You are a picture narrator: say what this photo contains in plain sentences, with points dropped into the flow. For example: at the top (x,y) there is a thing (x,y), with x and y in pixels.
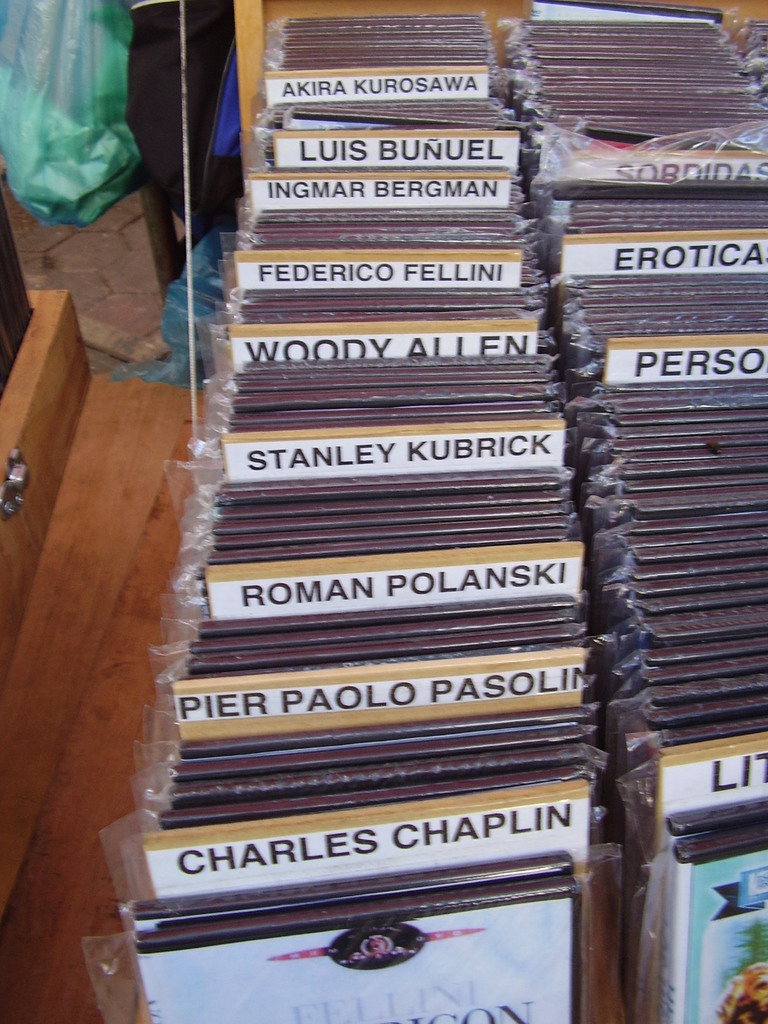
In this image I can see few boards (239,263), plastic covers (222,275) and few objects (156,177) around.
